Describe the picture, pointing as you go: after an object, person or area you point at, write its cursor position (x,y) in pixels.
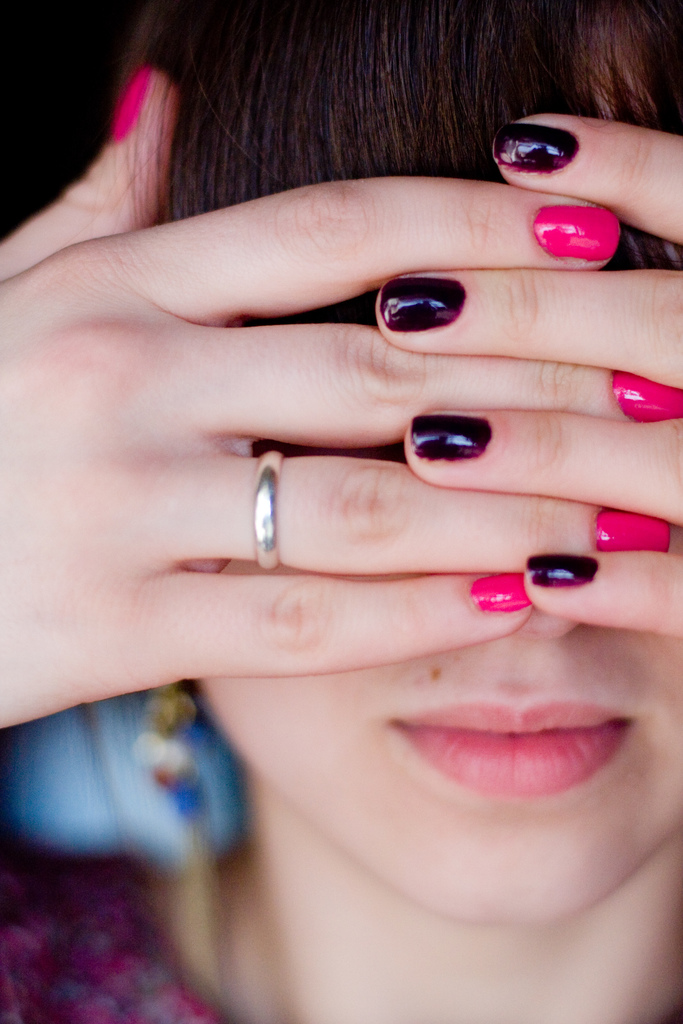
In this picture I can see a woman (446,498). The woman (432,600) is wearing a ring (276,485) in the finger (379,496).
